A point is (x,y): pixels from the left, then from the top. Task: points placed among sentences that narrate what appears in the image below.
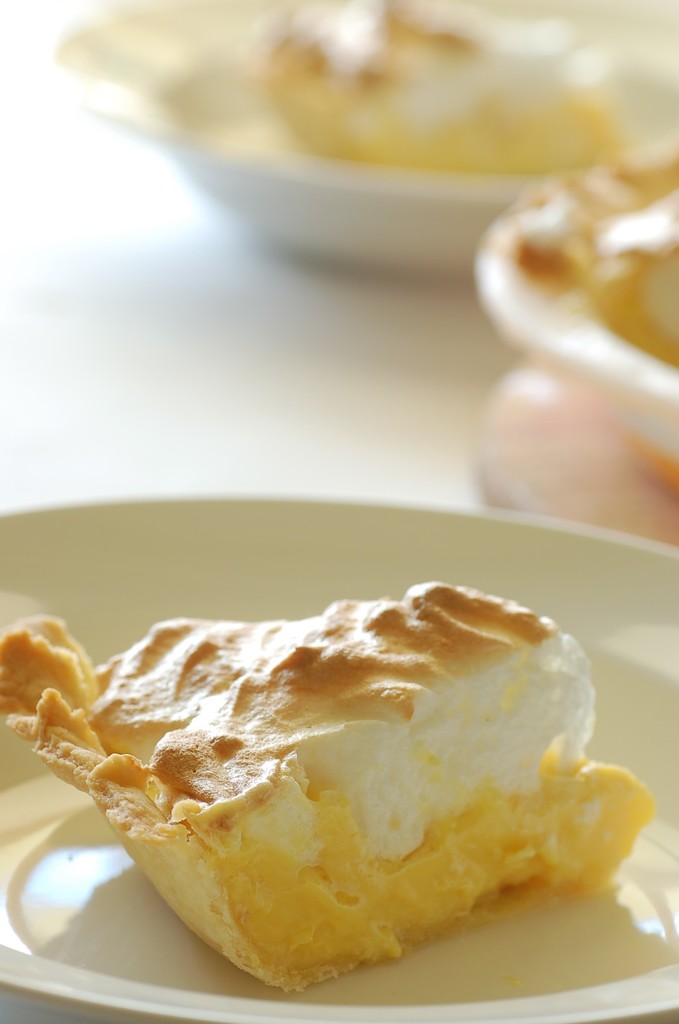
In this image we can see a food (415,690) in the plates (421,187) placed on the table (213,395).
